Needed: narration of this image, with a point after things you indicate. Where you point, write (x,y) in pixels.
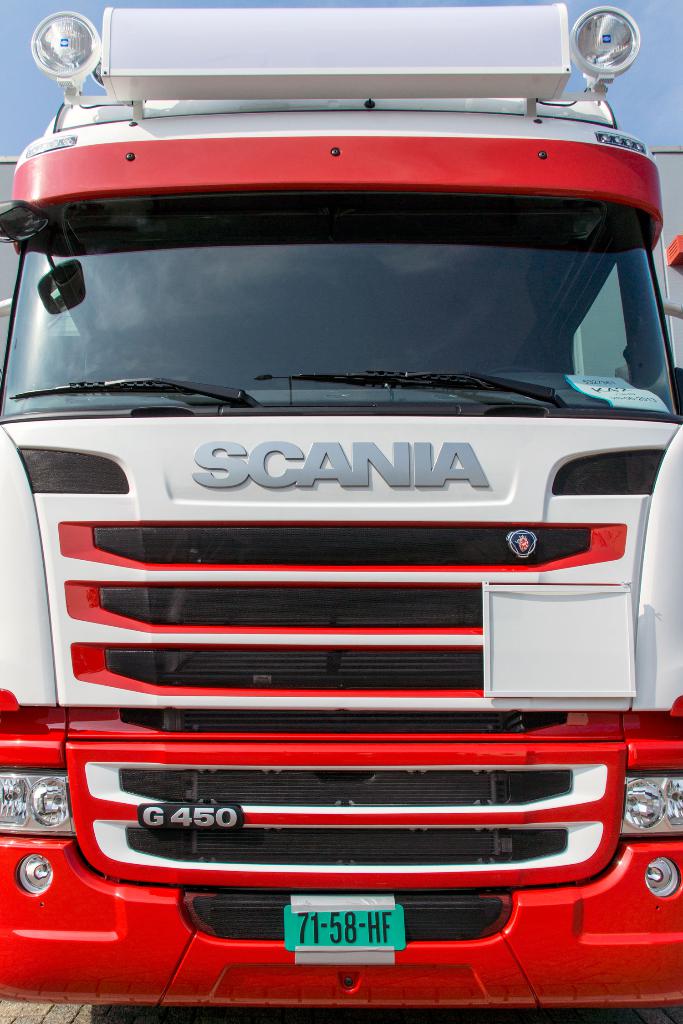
There is a vehicle (450,891) in the foreground (367,375), there are lamps (592,44) at the top (384,72) of it, it seems like another vehicle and the sky (672,117) in the background area (22,135).
